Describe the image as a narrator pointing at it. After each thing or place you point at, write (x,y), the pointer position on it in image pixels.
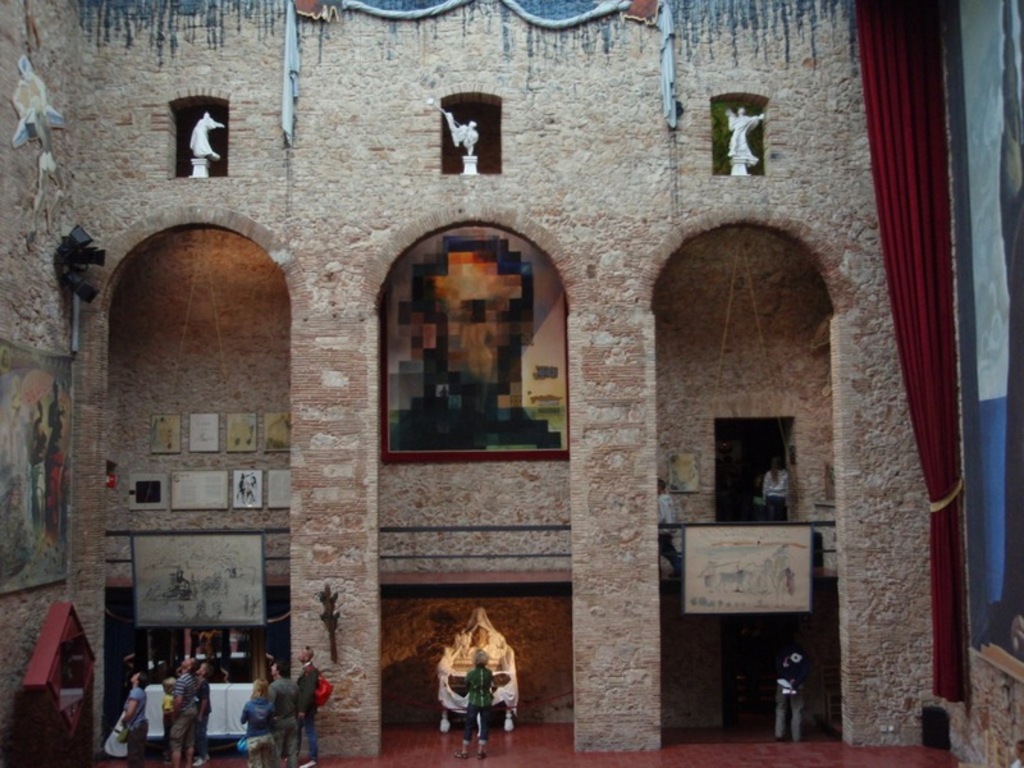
There is a group of persons (288,681) standing at the bottom of this image (204,718), and there is a wall (145,351) and pillars (349,560) in the background (125,417).
